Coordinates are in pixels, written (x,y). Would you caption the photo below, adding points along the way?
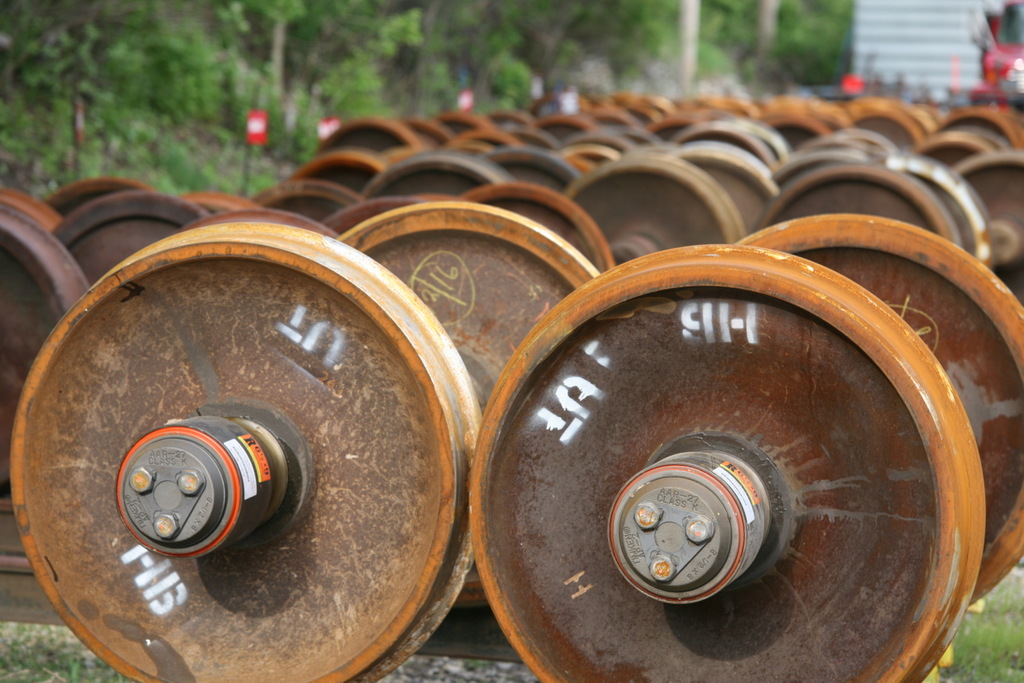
In this image we can see train wheels (546,412) placed on the ground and trees (364,93).
